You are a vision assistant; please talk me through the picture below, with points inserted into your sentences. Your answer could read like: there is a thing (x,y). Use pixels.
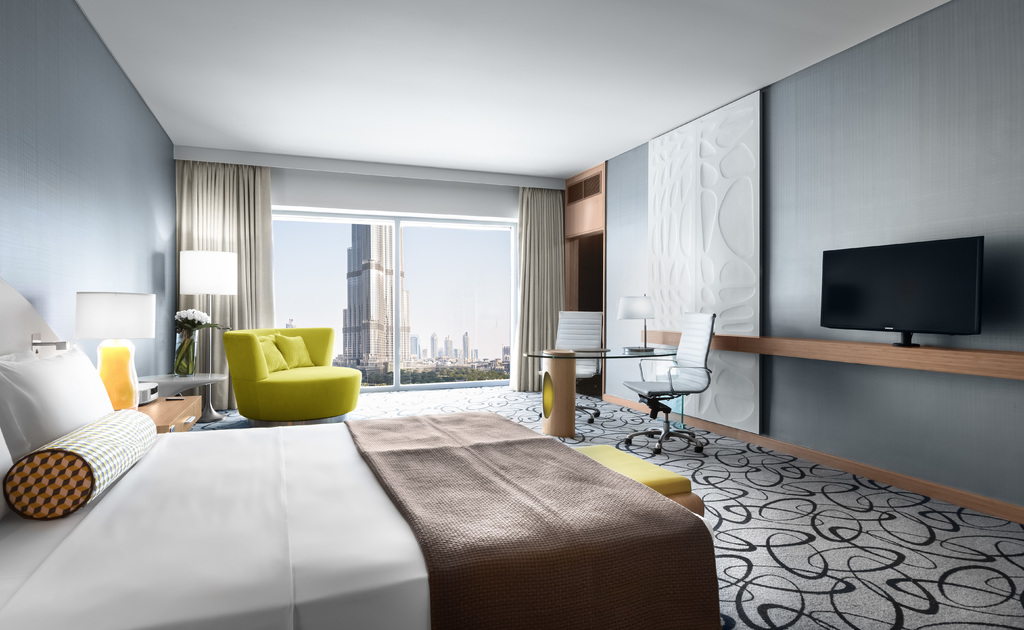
In this picture we can see a room (891,455) with bed (328,486) and on bed (160,455) we have pillow (127,456), bed sheet (462,468) and table (172,377) on table (163,376) we can see lamp (119,373), flower vase (177,348), television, sofa (307,375) with pillows (285,356) on it, chair (692,342), curtains (547,285) to window (443,293) and from window (469,297) we can see buildings (365,276), sky (432,260).
